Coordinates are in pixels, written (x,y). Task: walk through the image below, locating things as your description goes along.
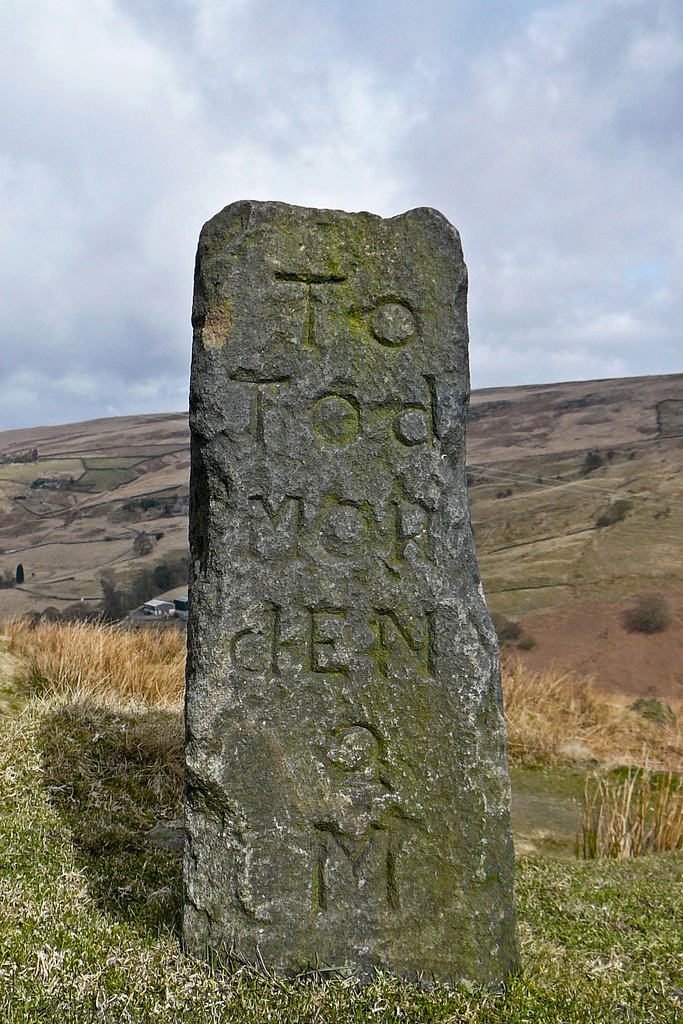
In the center of the image (237,351) there is a milestone stone (402,693). In the background (86,487) there is a hill (637,461) and sky (479,223). At the bottom (67,975) there is grass (530,959).
